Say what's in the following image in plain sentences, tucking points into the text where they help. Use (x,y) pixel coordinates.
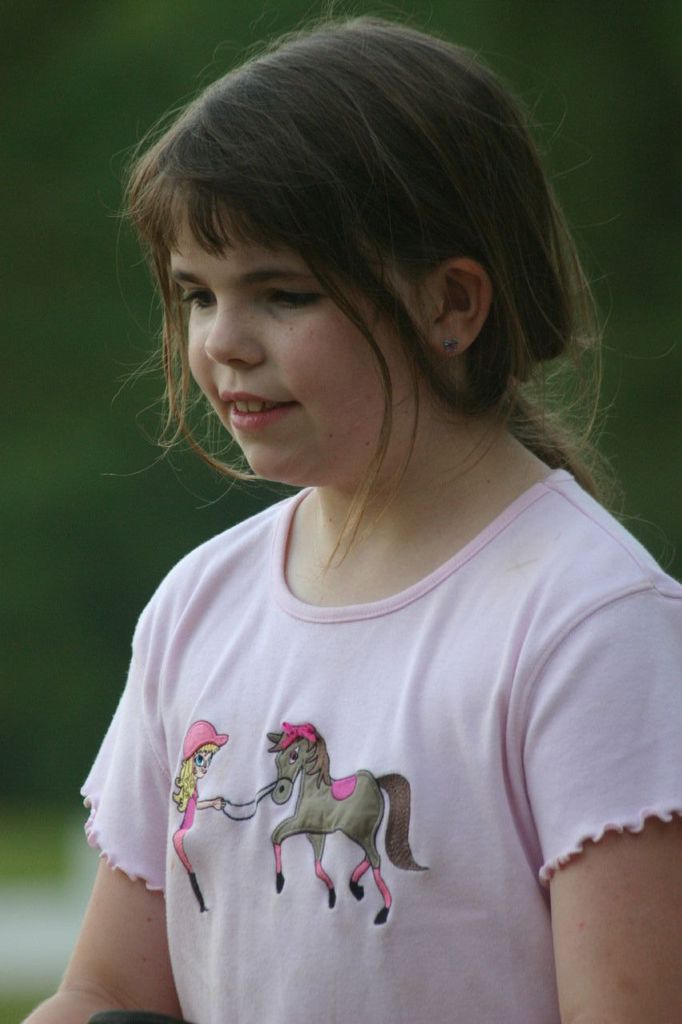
In this picture we can see a girl (135,924) smiling and in the background (46,183) it is blurry.
